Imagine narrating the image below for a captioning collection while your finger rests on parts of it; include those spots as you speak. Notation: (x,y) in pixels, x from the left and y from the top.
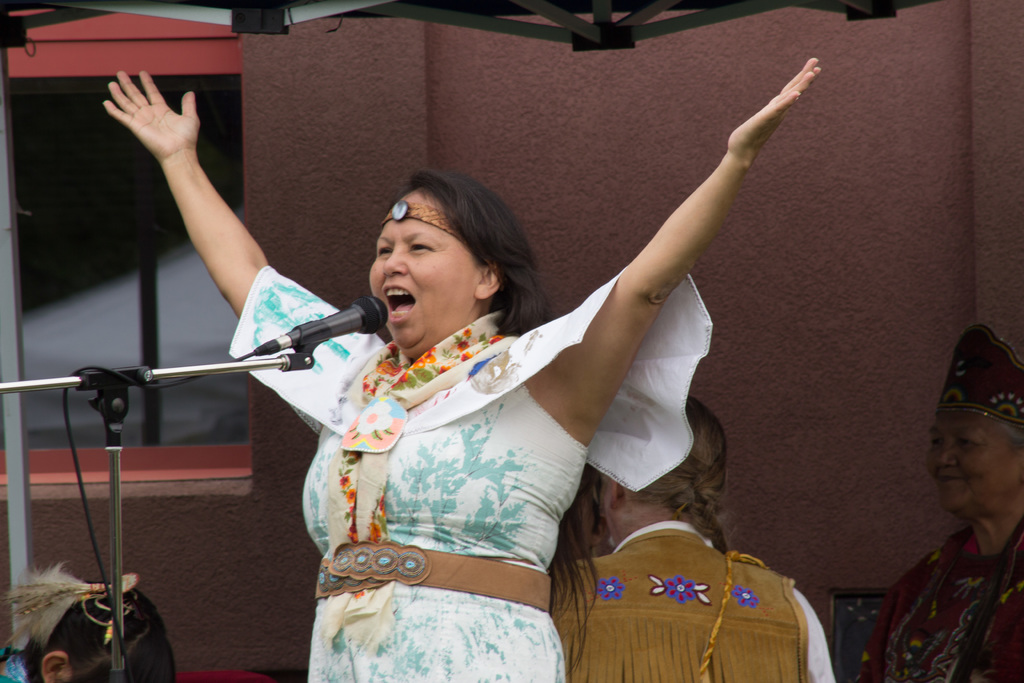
In this picture we can see a woman (373,562) wearing a white dress (393,621), standing on the stage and shouting in the microphone (352,321). Behind there is a wall (576,152) and iron frame (566,32) on the top (601,29).
